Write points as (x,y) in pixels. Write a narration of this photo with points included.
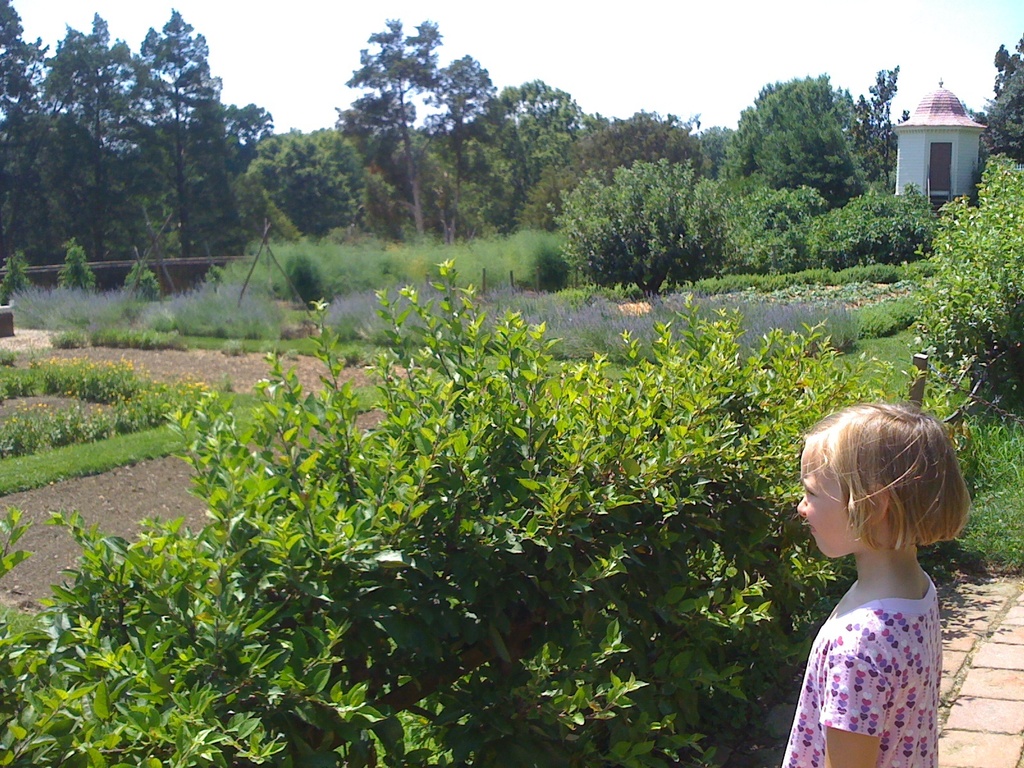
In this picture we can see a girl (834,524), she is standing in front of the plants (568,526), in the background (879,172) we can see a room (944,101) and few trees (595,142).
